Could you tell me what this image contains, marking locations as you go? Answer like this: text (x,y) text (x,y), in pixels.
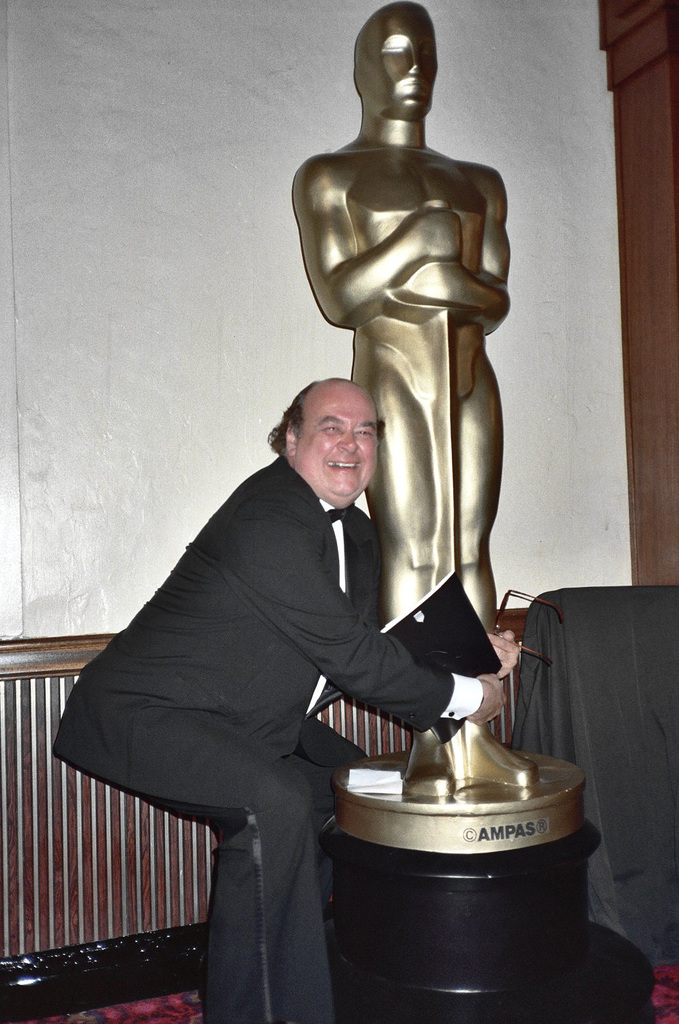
In this image, we can see a person (351,676) holding some objects (473,655). We can also see a statue (427,784). We can see the ground (186,1014). We can see the fence (76,928). We can see an object (568,608) on the right (678,960). We can see the wall (535,391) and some wood (663,338).
